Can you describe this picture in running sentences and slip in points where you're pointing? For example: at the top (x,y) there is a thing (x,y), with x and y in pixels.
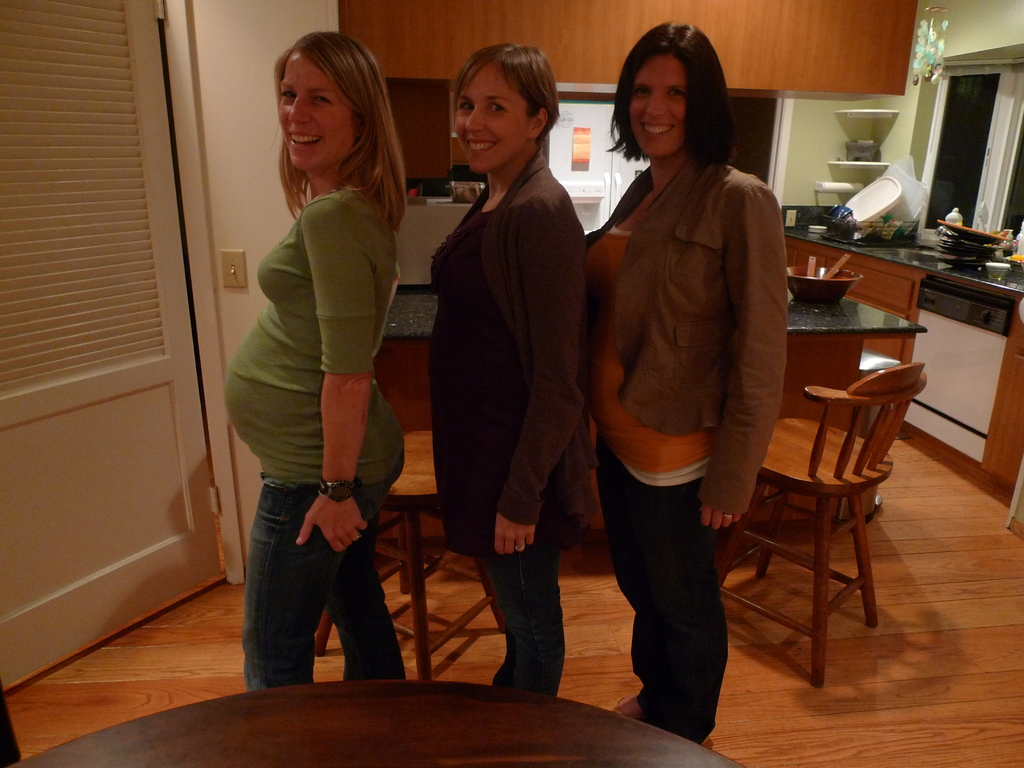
These 3 women (485,310) are standing and holds a smile. In this room (444,202) we can able to see chairs (734,556), table (880,316), furniture (941,275). On this furniture (1014,333) there are plates (969,235) and things (880,235). On this table (863,334) there is a bowl (832,291).
